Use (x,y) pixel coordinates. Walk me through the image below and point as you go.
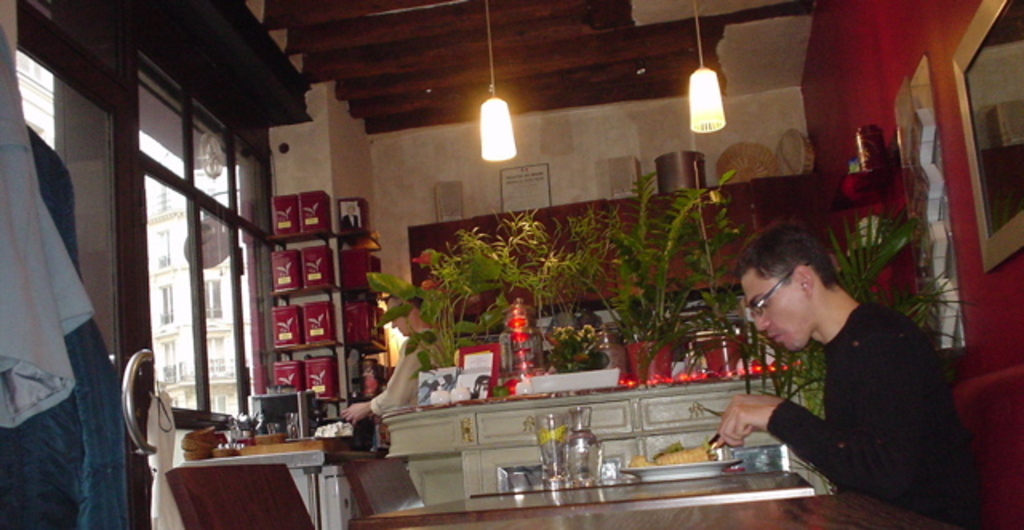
It is a closed room (500,185) where at the right corner (871,411) one man (927,416) is sitting in the sofa (986,429) wearing a black dress (882,393) and in front of him there is a table (653,482) on which he is having some food (700,455) and glasses (559,443) are present, beside him there is another big white table (639,400), on the table (596,393) there are some plants (554,367) placed and there is one man (398,399) standing on the left corner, in front of him there is another table (272,455) and there are some things like red boxes (314,260) are present and there is one big window (166,255) and a door (78,188) are present and there are lights (712,107) hanged from the roofs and on the wall (841,76) there are mirrors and shelves (880,188) are present.
